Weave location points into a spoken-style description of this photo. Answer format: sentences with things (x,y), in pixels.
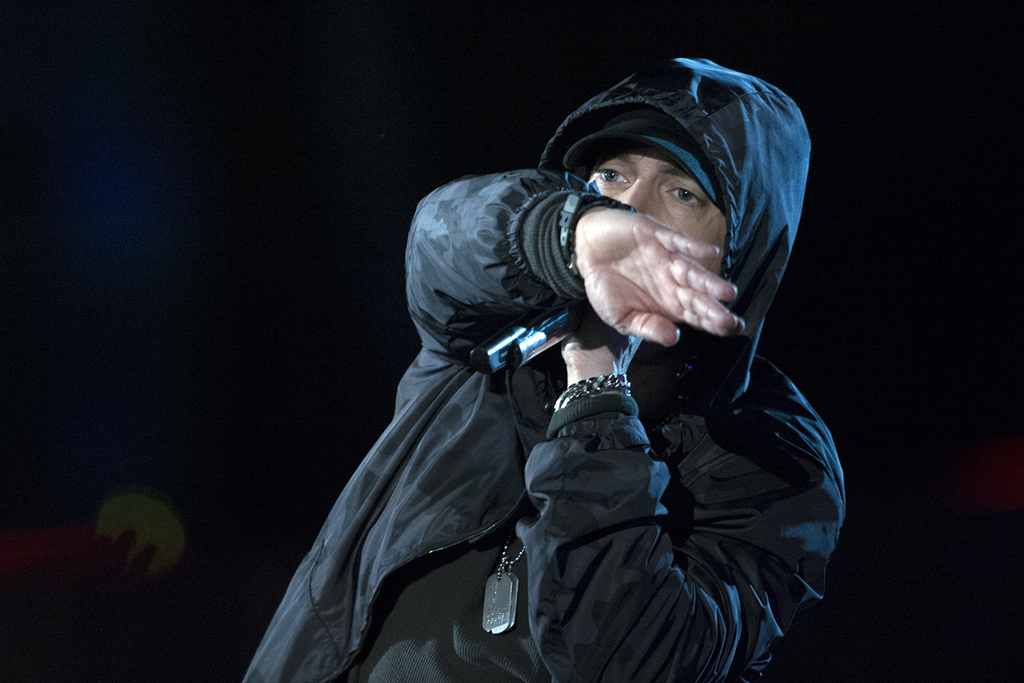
In the image in the center (622,422) we can see one person (644,373) standing and holding microphone (508,347) and he is wearing black color jacket (466,429).
